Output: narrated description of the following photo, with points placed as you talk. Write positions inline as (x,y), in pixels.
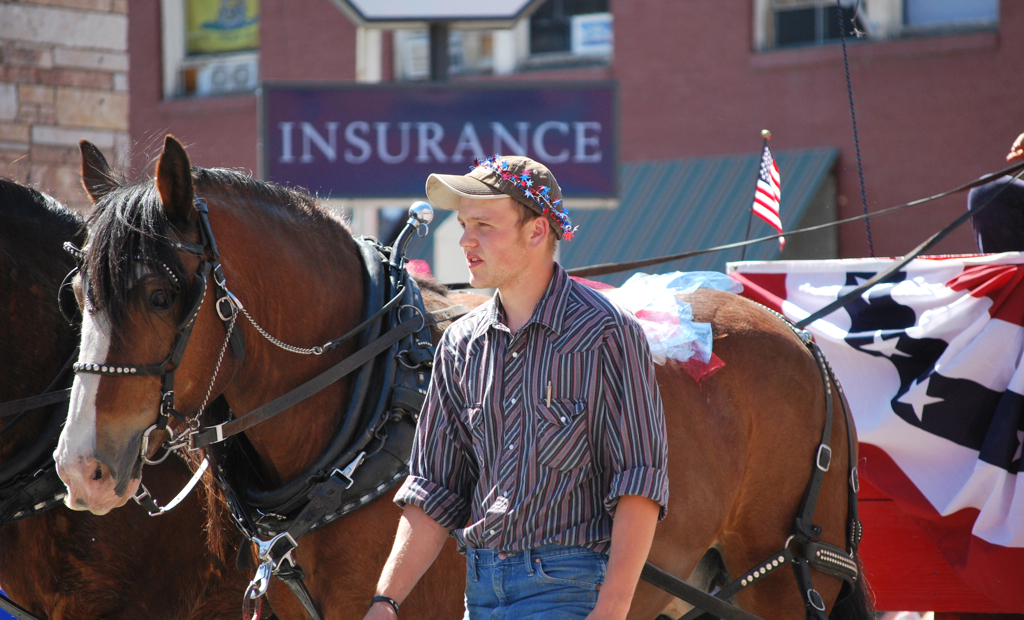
There is a man (530,475) here in the middle (536,403) behind him there is a horse cart (235,490), hoarding (520,114), flag (763,179) and a building (234,114).
